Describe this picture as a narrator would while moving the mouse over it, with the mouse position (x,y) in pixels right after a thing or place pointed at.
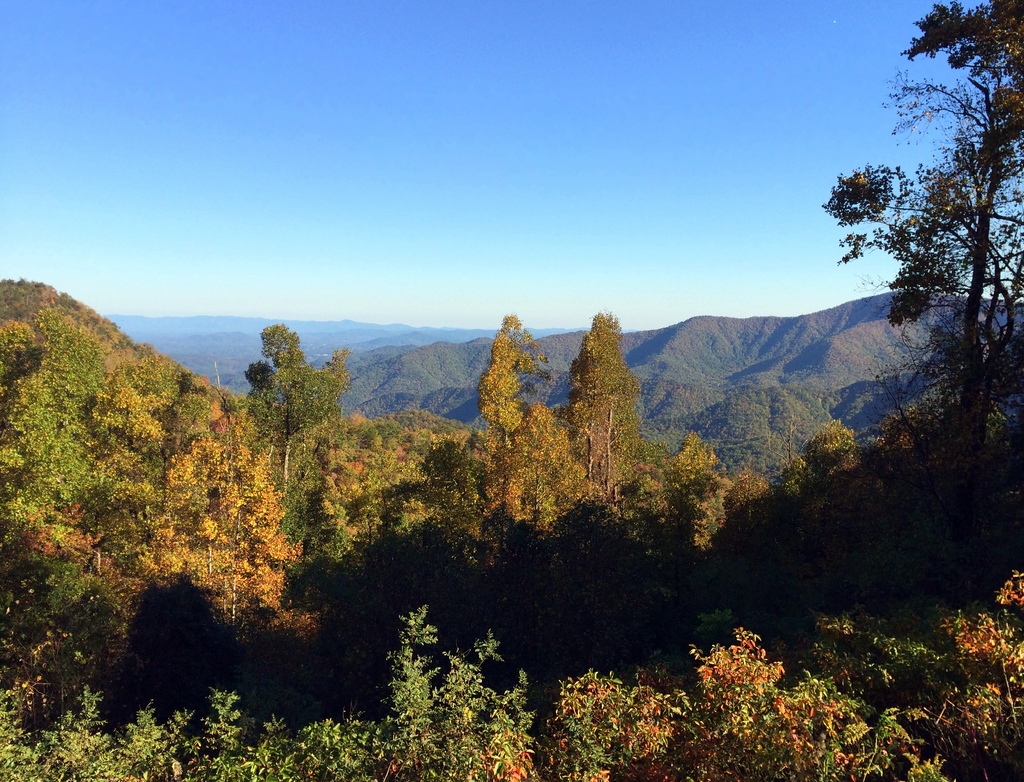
In this image there are many trees (800,559). There is grass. There are mountains (910,389). There is a sky (488,220).
